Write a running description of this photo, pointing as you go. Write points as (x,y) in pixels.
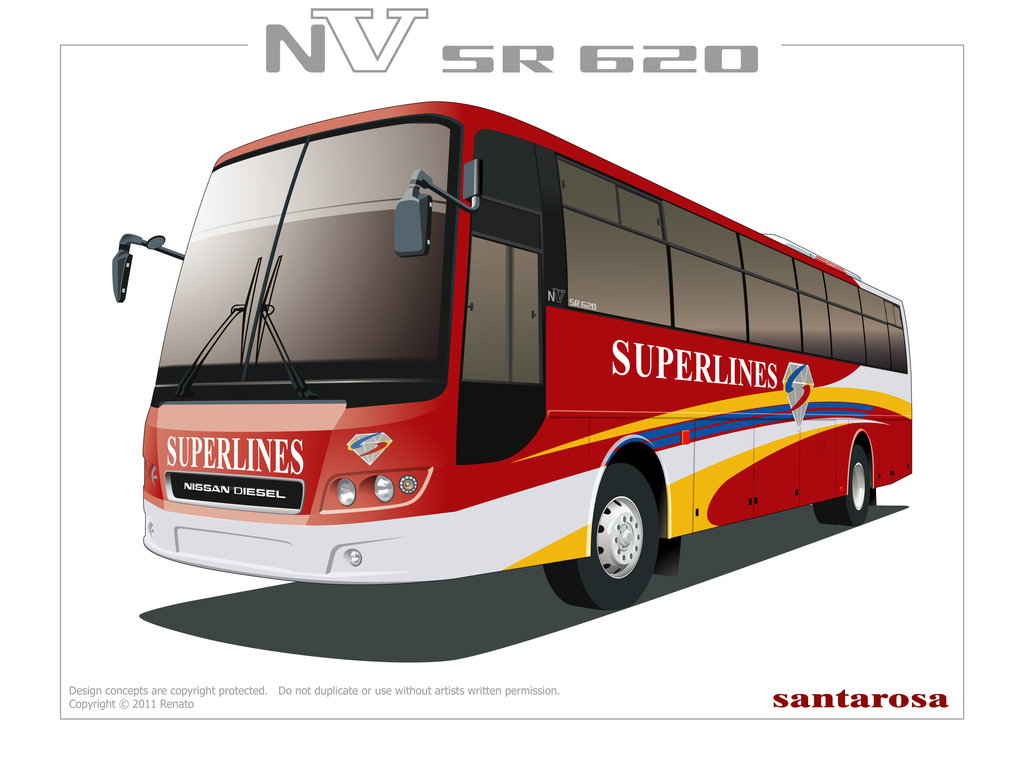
In this image we can see a red color bus (622,216) and here we can see some edited text (732,49).
